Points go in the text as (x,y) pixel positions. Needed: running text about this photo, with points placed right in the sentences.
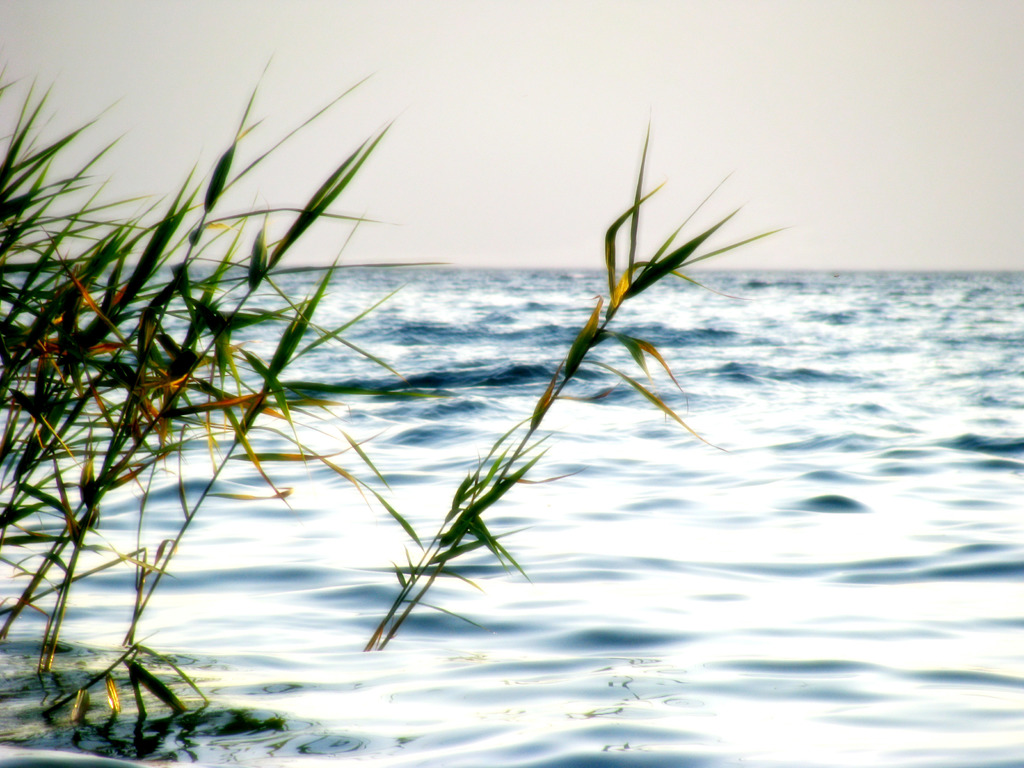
In this image we can see some grass (48,251) in the water (474,447), also we can see the sky (693,147).
